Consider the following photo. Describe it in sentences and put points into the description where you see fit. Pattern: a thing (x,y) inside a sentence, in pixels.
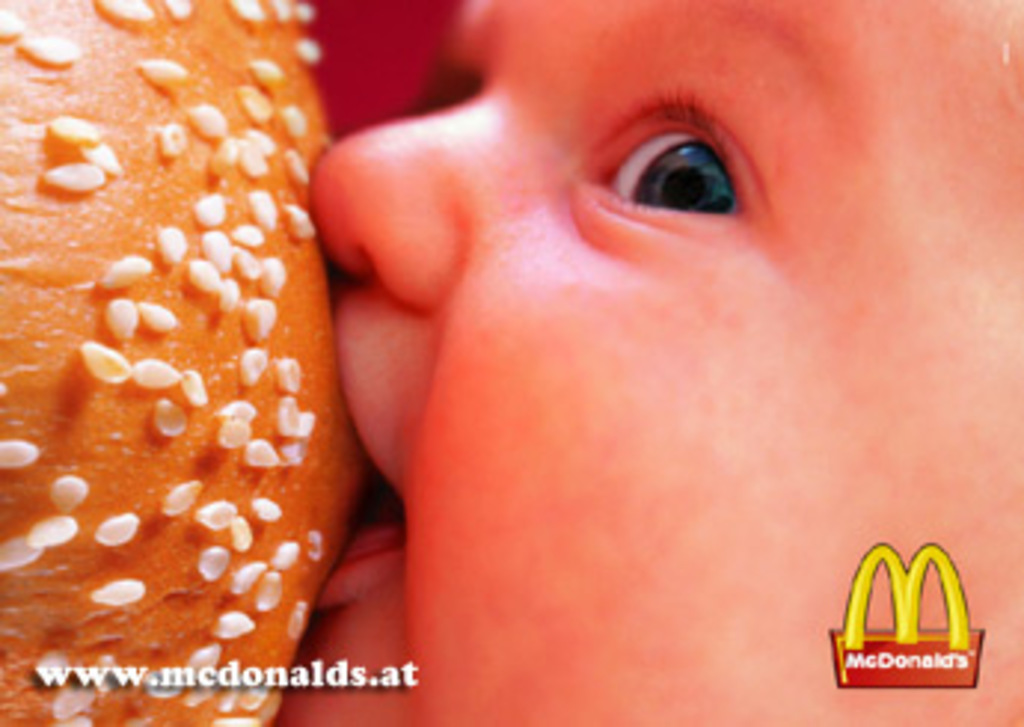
In this picture I can see a kid (380,136) eating a bun (33,724) and there are watermarks (889,643) on the image.
